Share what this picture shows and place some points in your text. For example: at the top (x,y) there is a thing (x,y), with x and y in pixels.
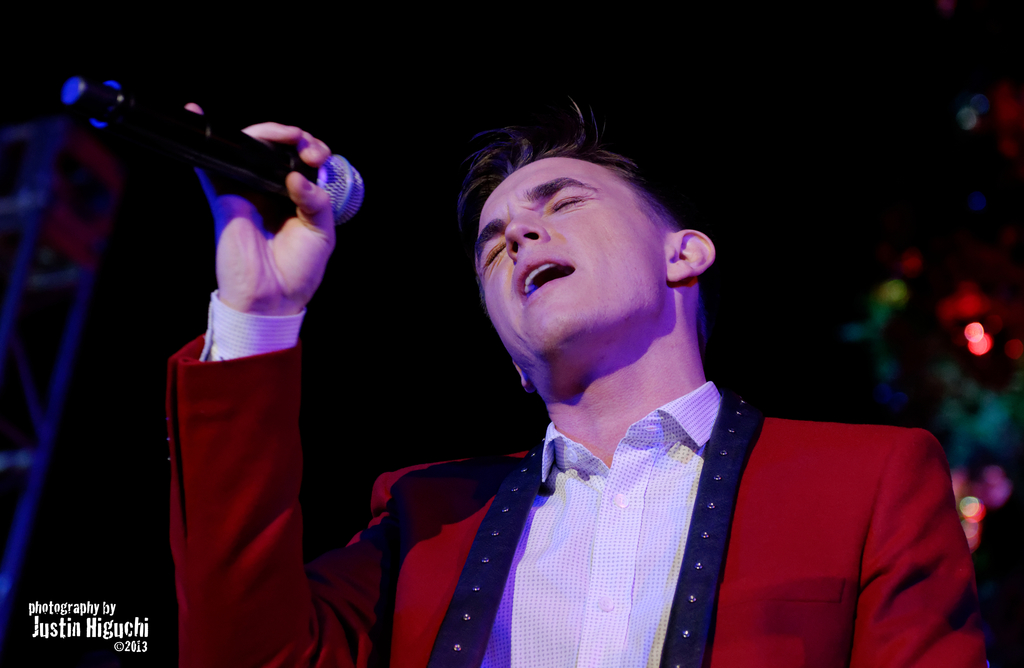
In this image there is a person (818,492) holding a mike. Left side (20,369) there are metal rods (101,205). Left bottom there is some text (37,627). Background (996,403) is blurry.
